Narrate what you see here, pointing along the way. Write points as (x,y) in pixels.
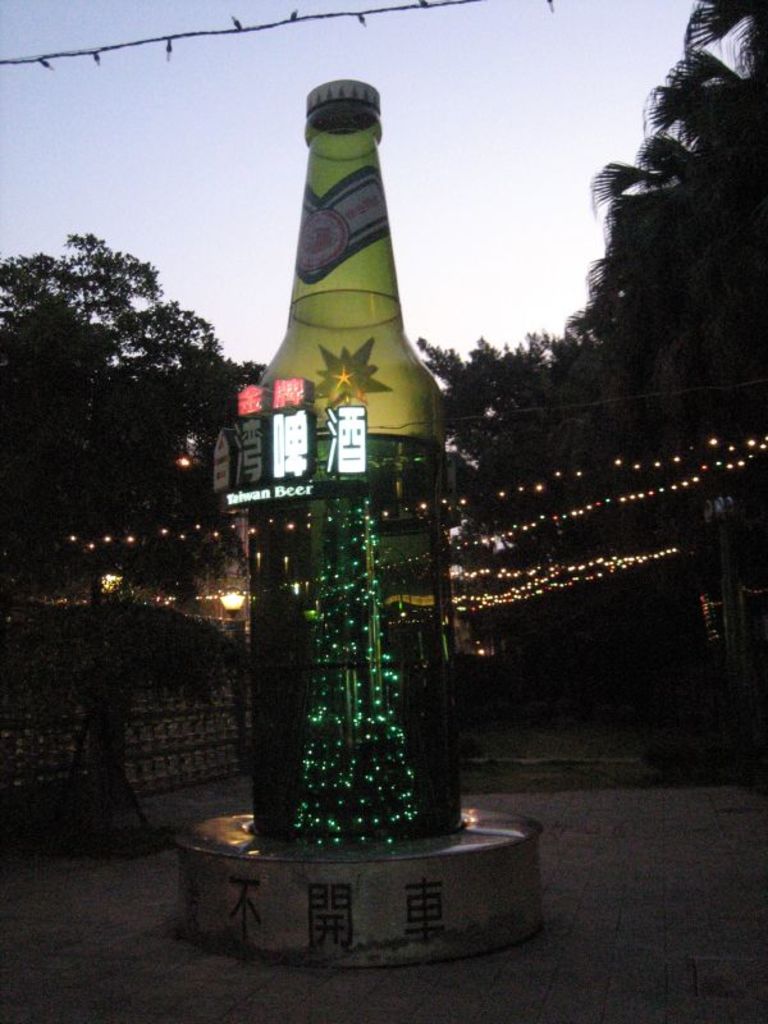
There is a big bottle like structure (370,274). In it a Christmas tree (374,679) is illuminated with lights (360,746). The surrounding area (571,575) is decorated with series lights (551,570). There are some trees (152,523) in the background (633,354).
